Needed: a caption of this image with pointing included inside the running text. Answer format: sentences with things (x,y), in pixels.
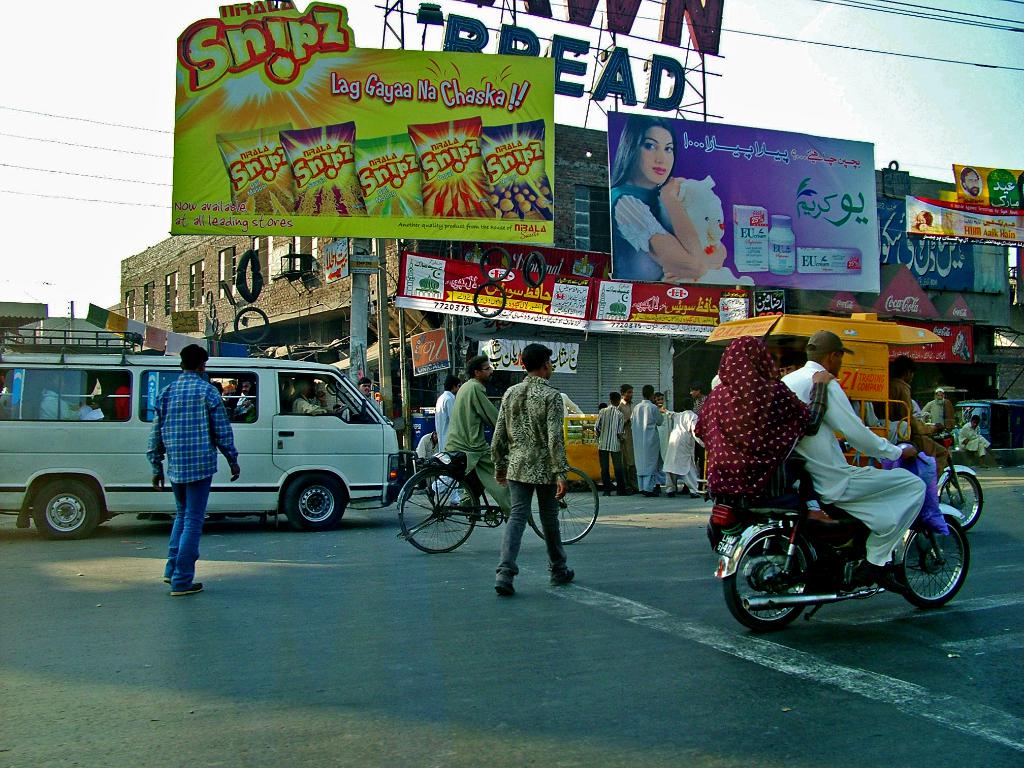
This image is clicked outside. There is a building (600,217) in the middle (682,265) and there are advertisements (344,260) on that building (981,361). There is sky (898,100) and wires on the top (95,40). In the middle (365,482) there is a bicycle (433,480) motorcycle (722,528) and van (272,408). People (201,404) are crossing road (397,587).
